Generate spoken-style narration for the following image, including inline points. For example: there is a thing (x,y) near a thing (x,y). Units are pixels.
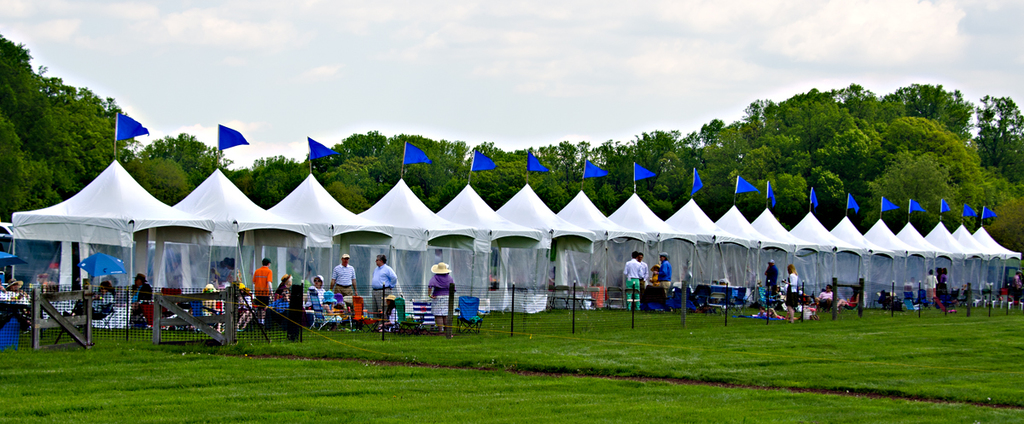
In this image there are tents (379,243) and there are flags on top of the tents (347,216) and there are a few people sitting on chairs (403,300) and there are some people (355,282) standing in front of the tents (749,265), in front of them there is a closed mesh fence (252,303), in front of the image there is grass (448,360) on the surface (523,359), in the background of the image (521,161) there are trees (866,164), at the top of the image (476,63) there are clouds (608,59) in the sky (151,124).
